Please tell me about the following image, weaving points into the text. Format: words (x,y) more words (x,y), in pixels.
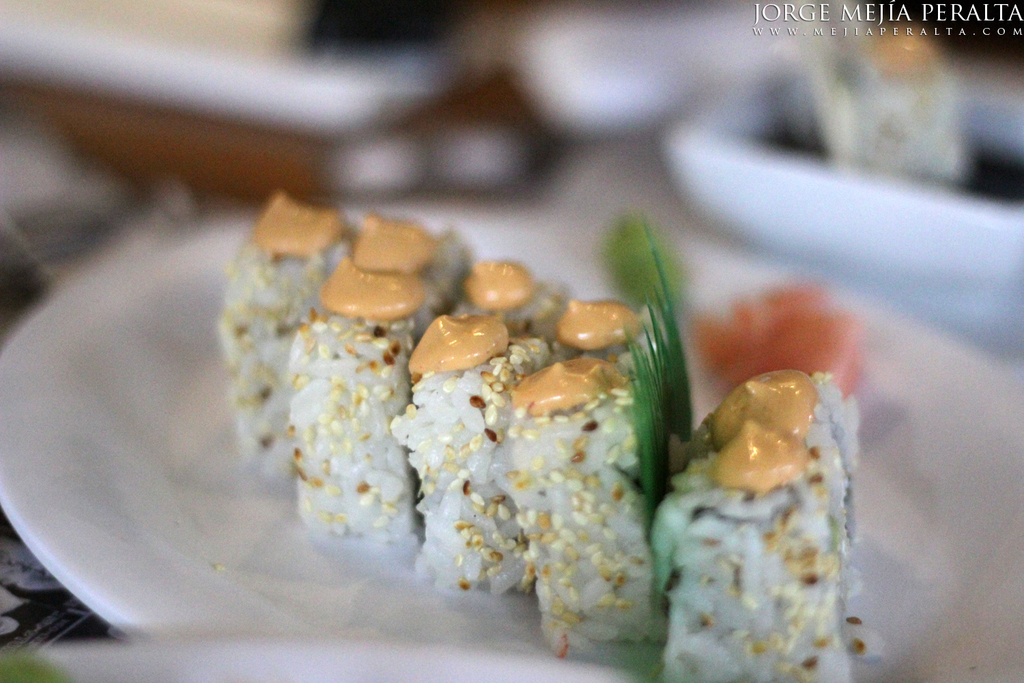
In this image there is some food (433,456) on the plate (296,555) which is kept on the table (32,233). Top of the image (401,134) there are objects (578,120) on the table (62,249).
